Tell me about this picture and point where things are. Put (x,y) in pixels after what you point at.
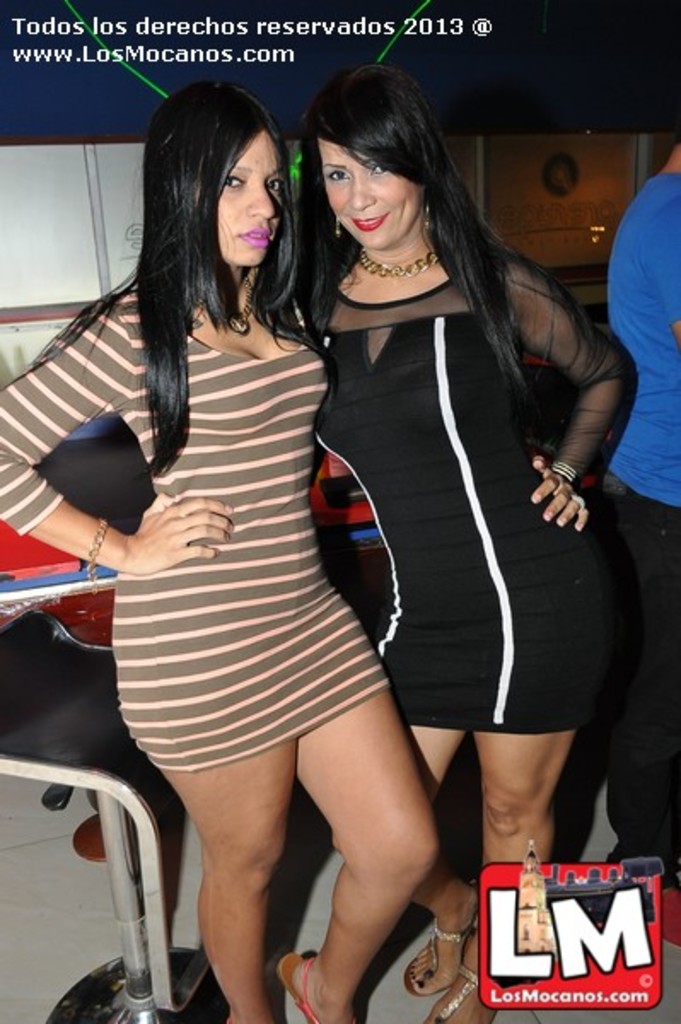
This image consists of two women (356,258). At the bottom (32,980), there is a floor (40,977). On the left (82,691), there is a chair (99,678). On the right (634,461), we can see another person (646,304) wearing a blue T-shirt (657,343).
